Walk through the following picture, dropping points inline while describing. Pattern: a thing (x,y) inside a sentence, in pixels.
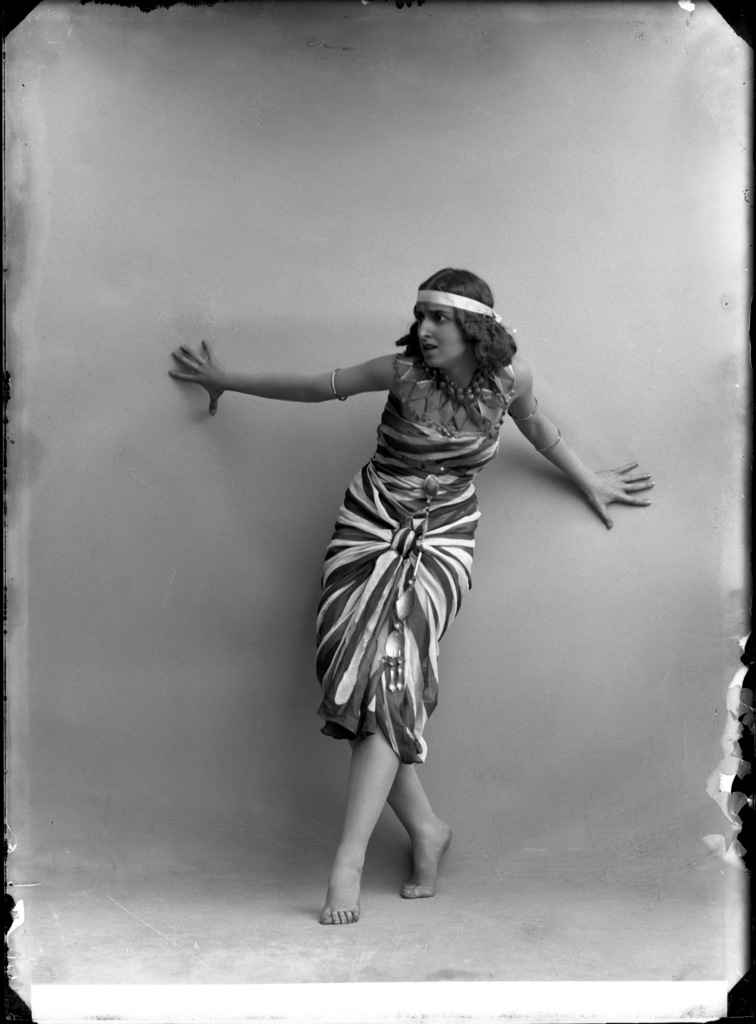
In this image, we can see a woman (434,562) is standing near the wall (312,544). It is an edited picture.
